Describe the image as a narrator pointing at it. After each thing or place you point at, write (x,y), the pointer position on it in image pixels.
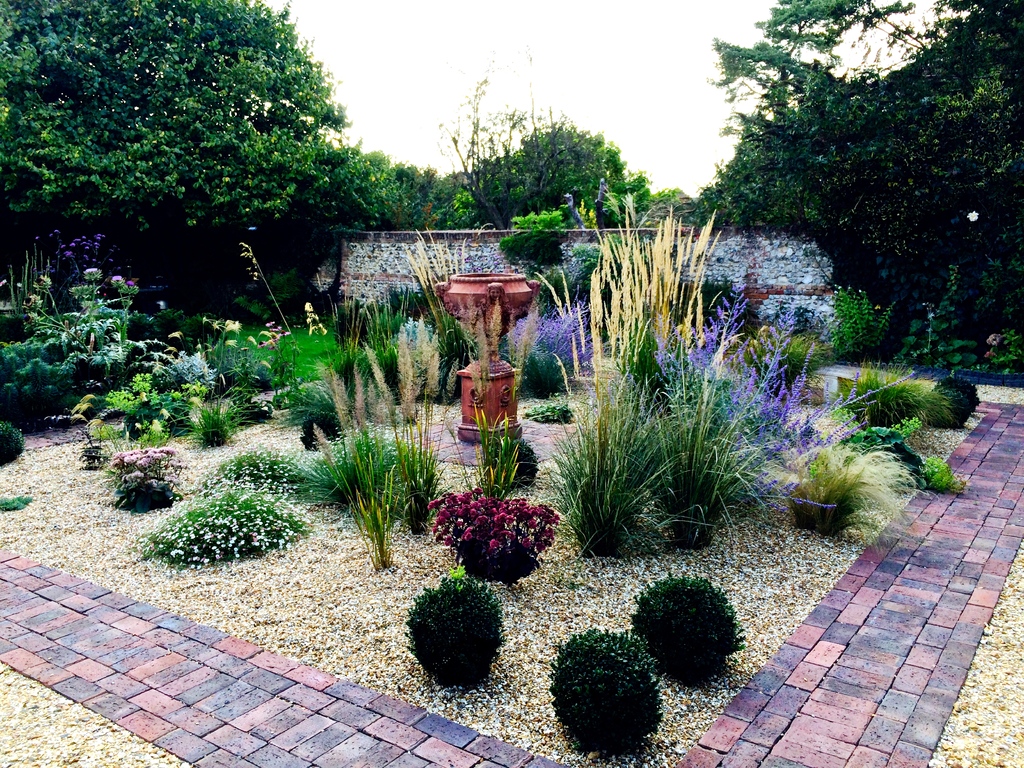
This image is taken outdoors. At the bottom of the image (242,711) there is a sidewalk (851,697) and a ground (309,598) with pebbles (288,603), grass (421,492) and different types of plants (585,372) on it. In the background (344,196) there are many trees (189,234) and plants (579,304) and there is a wall (437,257). In the middle of the image (479,401) there is a pot (499,284) on a stand (474,387).
